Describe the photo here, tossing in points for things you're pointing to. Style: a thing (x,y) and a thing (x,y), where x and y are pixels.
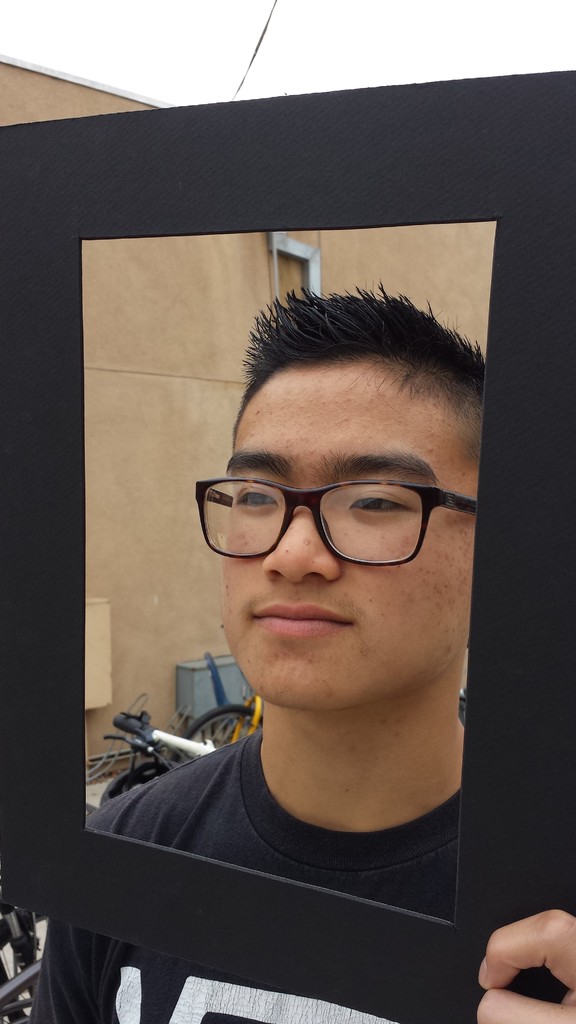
In this image we can see one man (343,379) with spectacles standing and holding a black frame (447,1004). There is one wire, some objects (154,767) on the ground (94,792) and three objects (202,697) attached to the wall (228,237).
